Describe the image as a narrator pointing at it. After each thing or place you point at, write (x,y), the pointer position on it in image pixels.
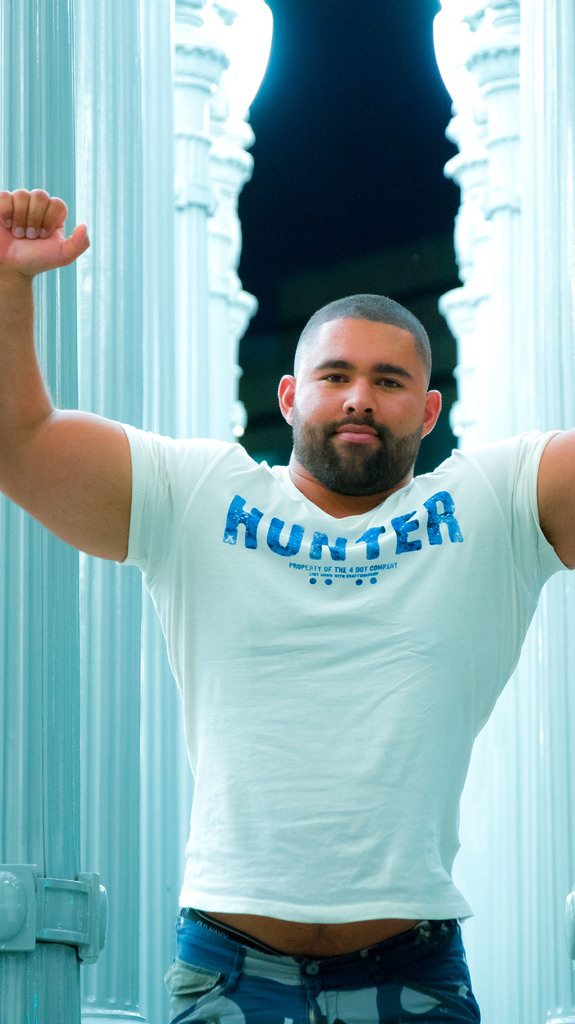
In this picture there is a person (295,633) with white t-shirt (368,655) is standing. At the back (214,229) there are pillars (533,317). At the top (302,165) it looks like sky (329,122) and there are lights (443,43).
